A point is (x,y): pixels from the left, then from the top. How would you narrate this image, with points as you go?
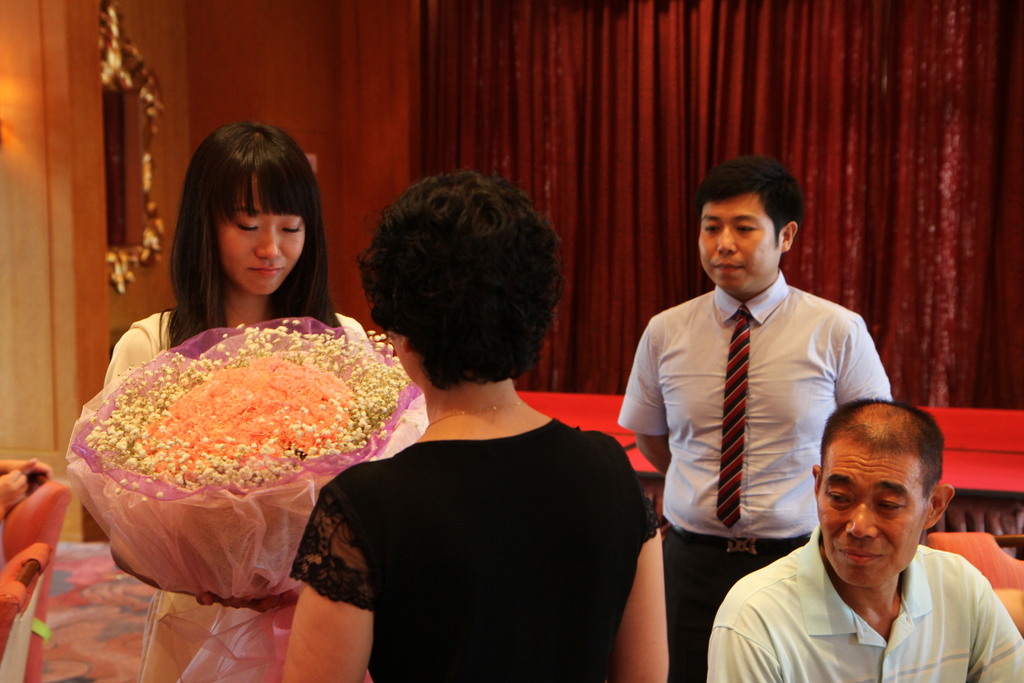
In this image there are people (470,392). In the front (214,364) there is a woman (230,289) holding a flower bouquet (212,487) in her hand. In the background (498,87) there is a red colour curtain (612,85). On the left side (24,576) there are chairs (37,545).
